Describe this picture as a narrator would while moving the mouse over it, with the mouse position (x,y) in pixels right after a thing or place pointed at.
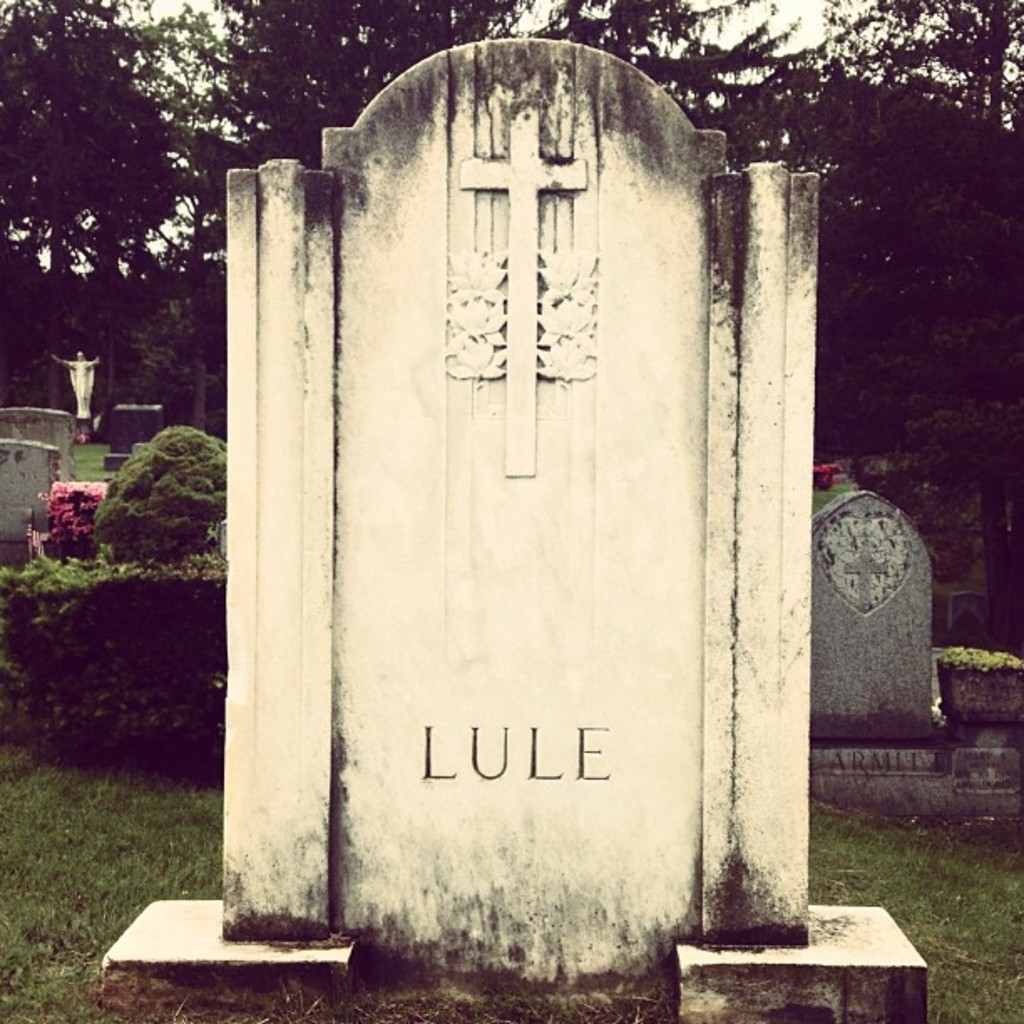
In this image, we can see the graveyard (738,396) and there is green grass (123,836) on the ground (40,826), there are some green trees (910,160).
